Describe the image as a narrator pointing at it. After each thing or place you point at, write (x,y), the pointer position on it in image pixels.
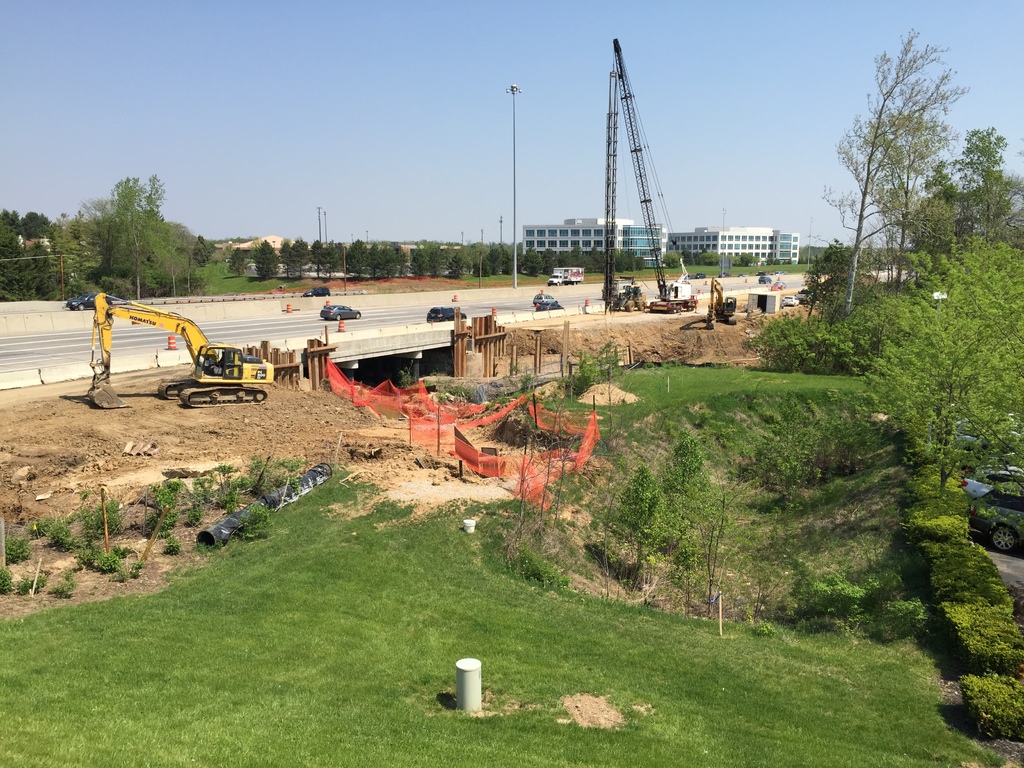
This picture show about the construction (523,438) on the ground (478,616). In the front (117,319) we can see yellow color excavator (235,365) and red color fencing net (418,424) on the ground (512,432). Behind we can see a bridge (378,335) on which many cars (557,309) are moving. In the background (141,266) we can see some buildings (532,233) and trees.
